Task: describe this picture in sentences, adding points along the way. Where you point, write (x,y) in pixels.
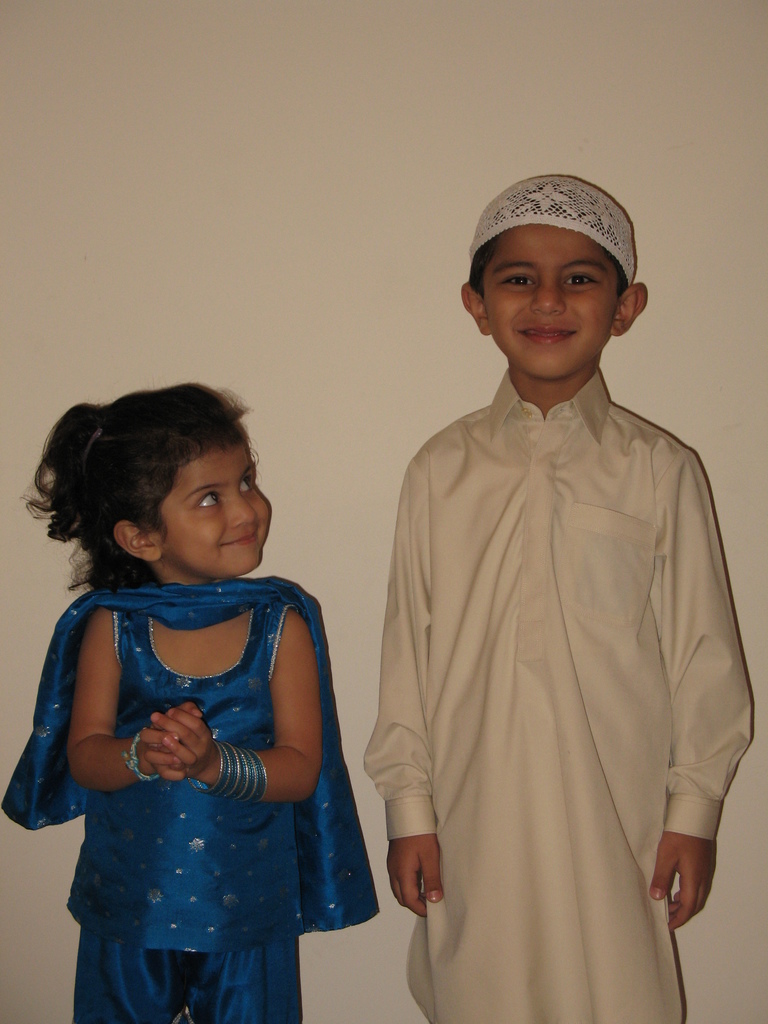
There are two kids (508,728) standing in front of a wall (286,433), the boy (461,814) is wearing a tall shirt (572,519) and cap (556,211) to his head (537,260) and the girl (192,775) is wearing a blue dress (151,869) and she is looking at the boy (433,618) and smiling.
